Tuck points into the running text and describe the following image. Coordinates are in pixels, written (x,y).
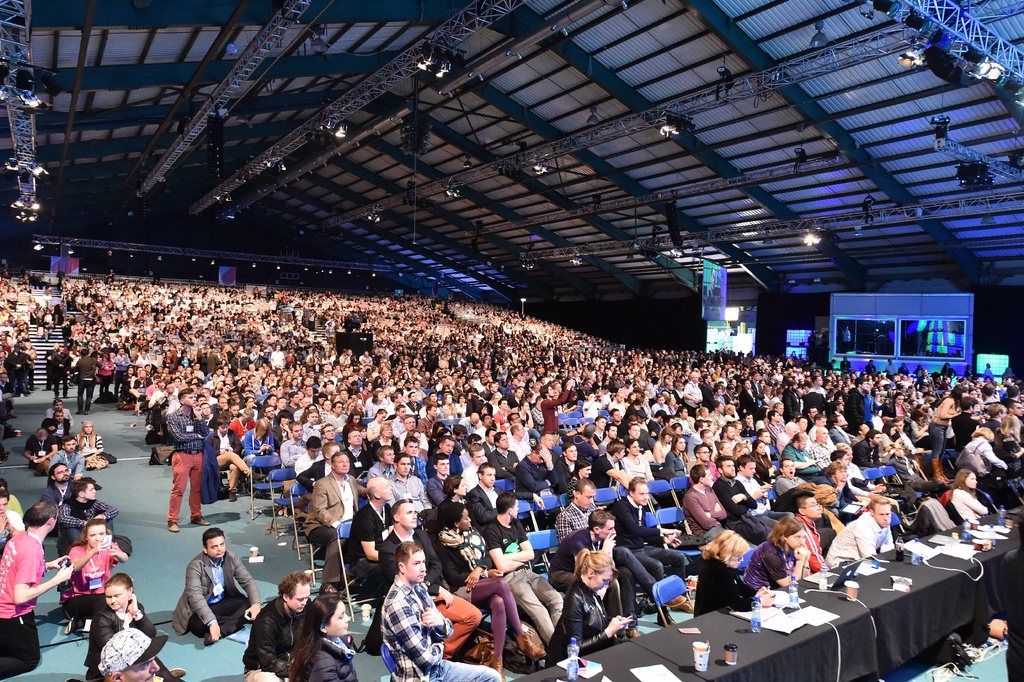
In the picture we can see these people (324,617) are sitting on the ground (106,412) and there on the left side of the image (139,619), here we can see these people (608,613) are sitting on the chairs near the table (723,620) where bottles (965,539), papers (777,603) and cups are placed. Here we can see these people (569,507) are sitting on the chairs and in the background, we can see the projector screens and ceiling lights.
